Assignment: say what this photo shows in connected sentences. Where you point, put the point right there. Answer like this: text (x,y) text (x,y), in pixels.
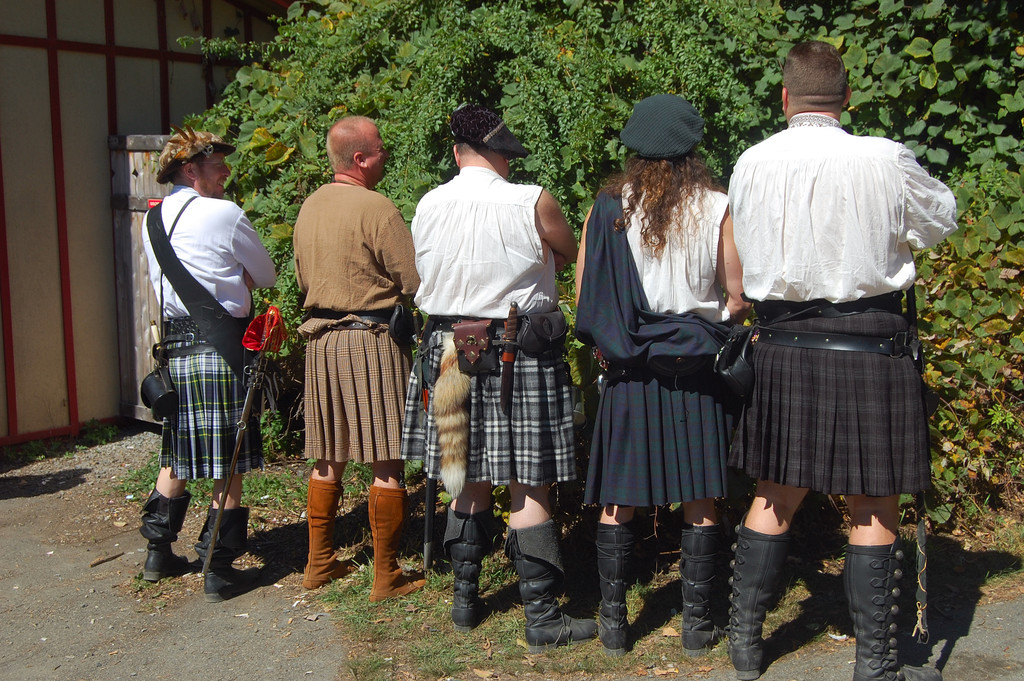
In this image there are five persons (446,381) standing on the ground (414,638) by showing their back (763,240). In front of them there are plants (628,69). On the left side (78,102) there is a wall (113,87) on which there are red strips (62,195).
